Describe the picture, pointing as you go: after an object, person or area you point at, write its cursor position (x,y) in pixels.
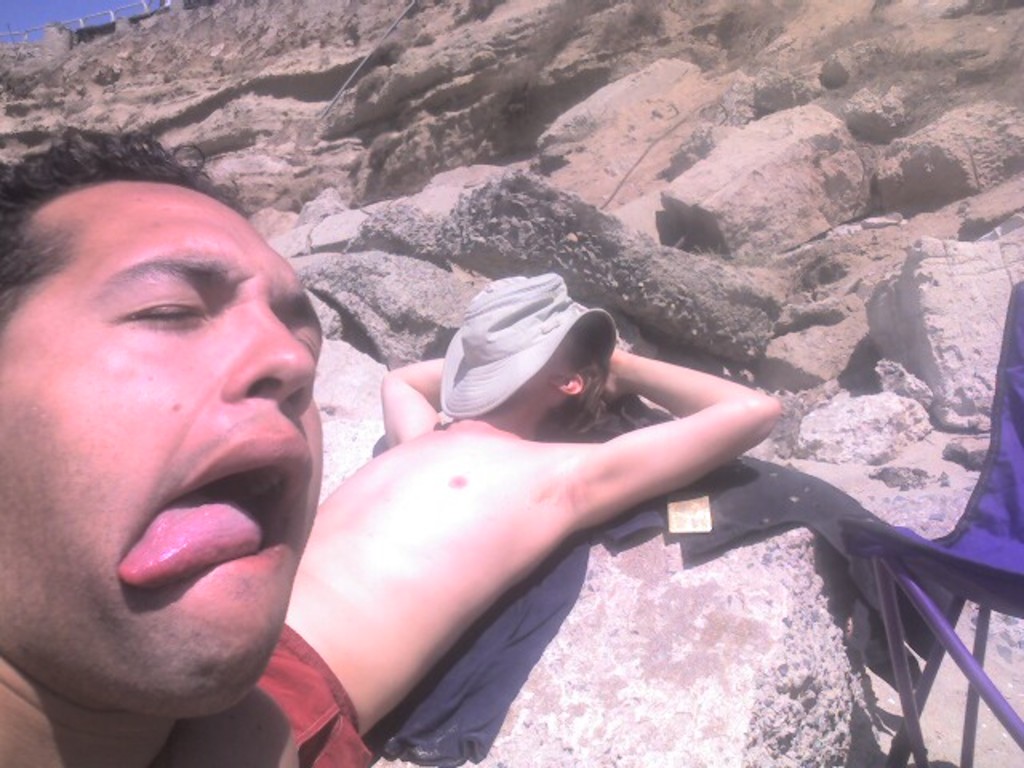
In this image there are two men (380,468). In the bottom left (60,570) there is a face (86,416) of a man (84,435). Beside him there is another man (388,700) lying on a rock (638,613). In the background (485,112) there are rocks (771,153). In the bottom right (957,582) there is a chair (1002,544). In the top left (20,11) there is the sky (33,13).
